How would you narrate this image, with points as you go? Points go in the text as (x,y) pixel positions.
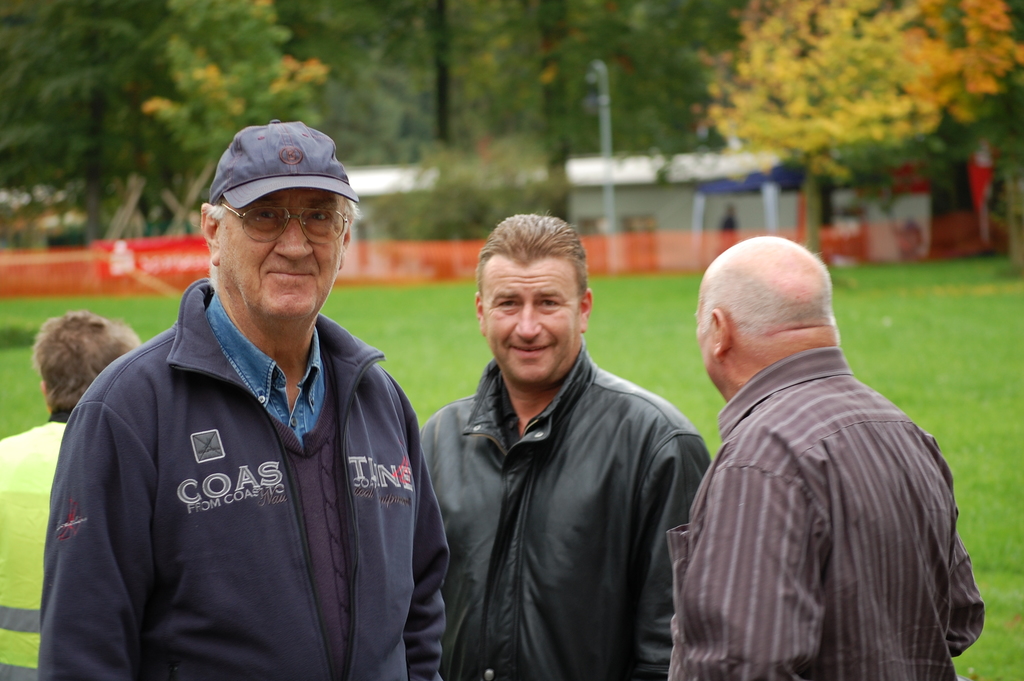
In the image there are three old men (561,399) in jackets (266,531), sweat shirt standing and another person (78,371) visible on the left side (64,346), at the back (659,349) there is grassland (663,311) with trees (68,163) in the background (440,121).
